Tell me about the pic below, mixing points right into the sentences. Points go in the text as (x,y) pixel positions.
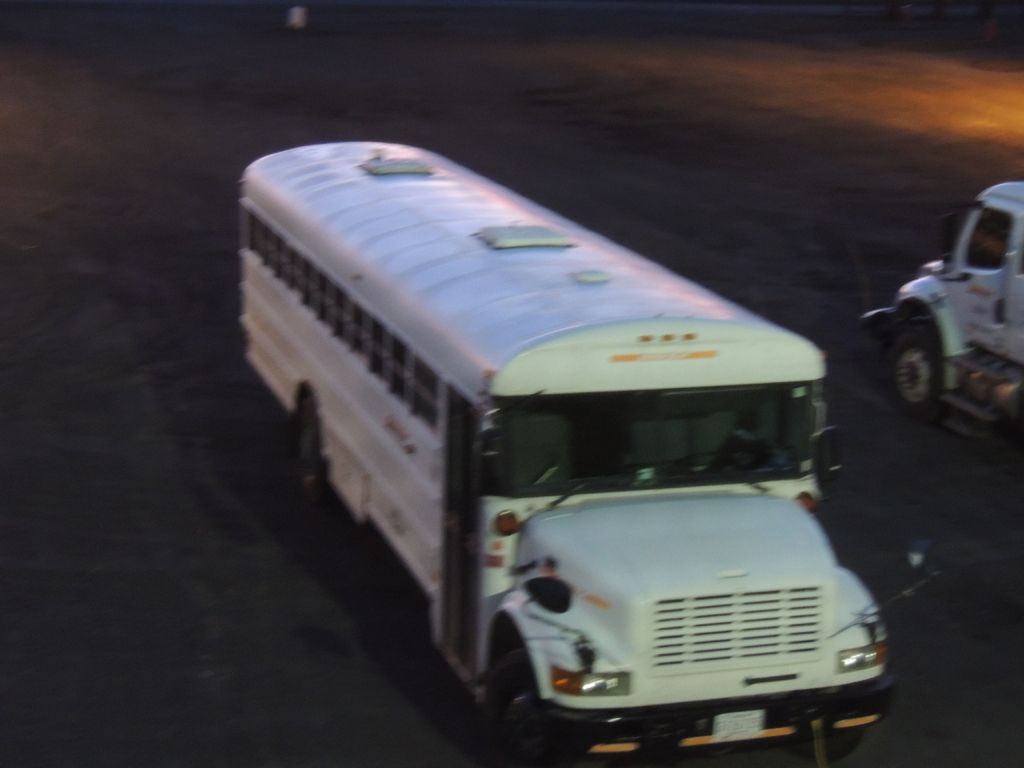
In this image I see the road (712,275) on which there are 2 vehicles (571,441) which are of white in color.
